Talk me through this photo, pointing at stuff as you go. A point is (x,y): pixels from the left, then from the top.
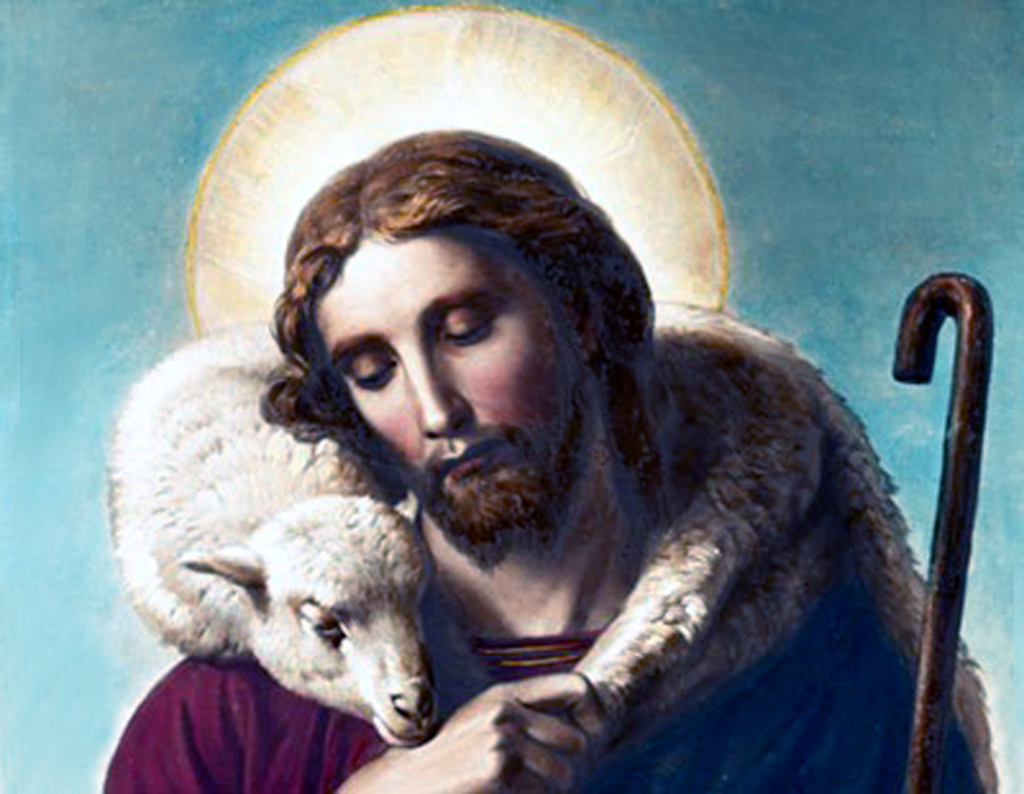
Background (826,52) portion of the picture is in blue, yellow and cream color. In this picture we can see a man (300,372) carrying a sheep (194,396) around his shoulders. We can see a cane walking stick (956,507).
